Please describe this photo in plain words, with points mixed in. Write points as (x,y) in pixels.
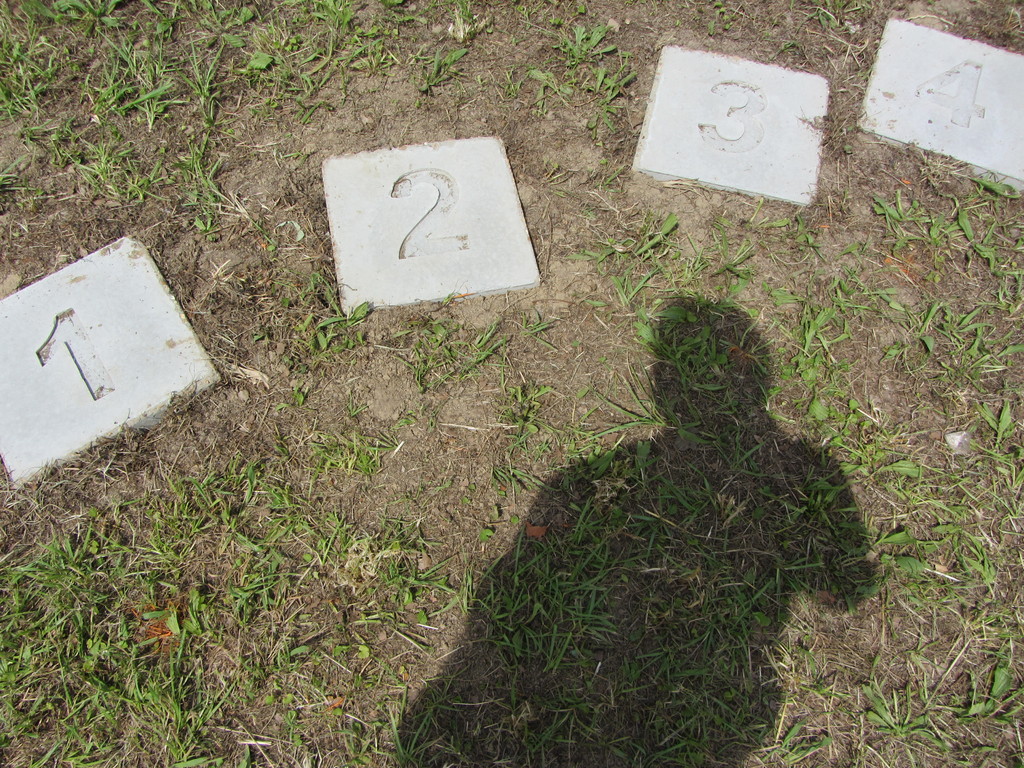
In this image we can see shadow (705,331) of a person (847,583). we can see grass (46,602) at the bottom of the image (94,630). There are tiles (143,354) with numerical number (970,79) printed on it.
